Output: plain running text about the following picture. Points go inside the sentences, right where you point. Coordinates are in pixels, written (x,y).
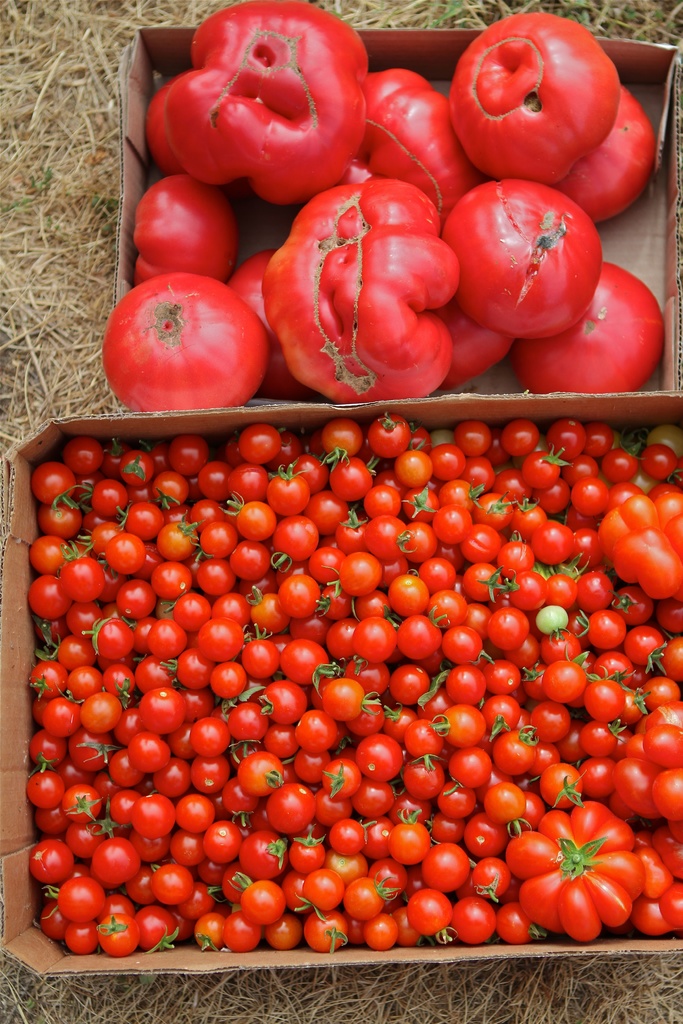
In this image there are tomatoes (191,851) in cardboard boxes (83,433), which are on the dried grass (59,101).
